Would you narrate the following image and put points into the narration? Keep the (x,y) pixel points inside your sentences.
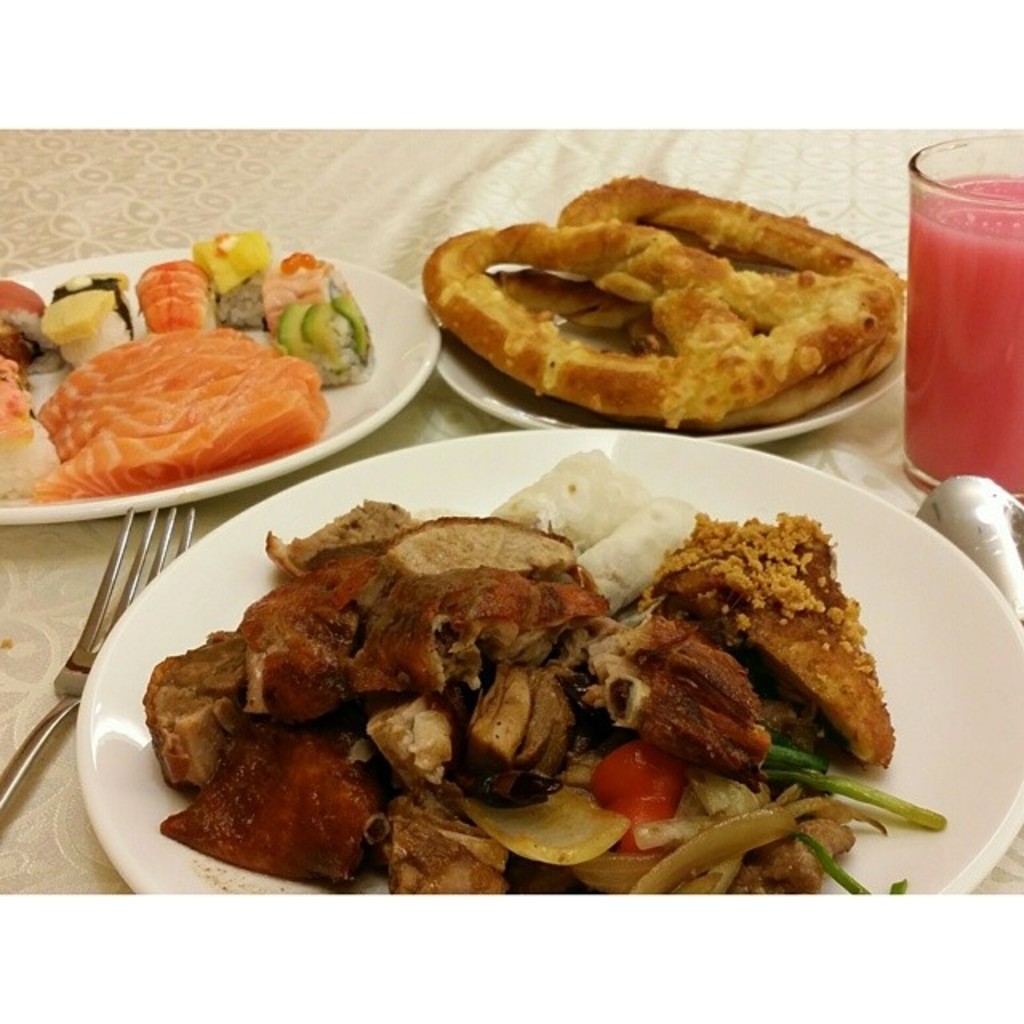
In this picture we can see three plates (515,475), a fork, a spoon (945,523) and a glass of drink (956,398), we can see some food (228,381) present in these plates (394,343), at the bottom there is a cloth (402,208).
